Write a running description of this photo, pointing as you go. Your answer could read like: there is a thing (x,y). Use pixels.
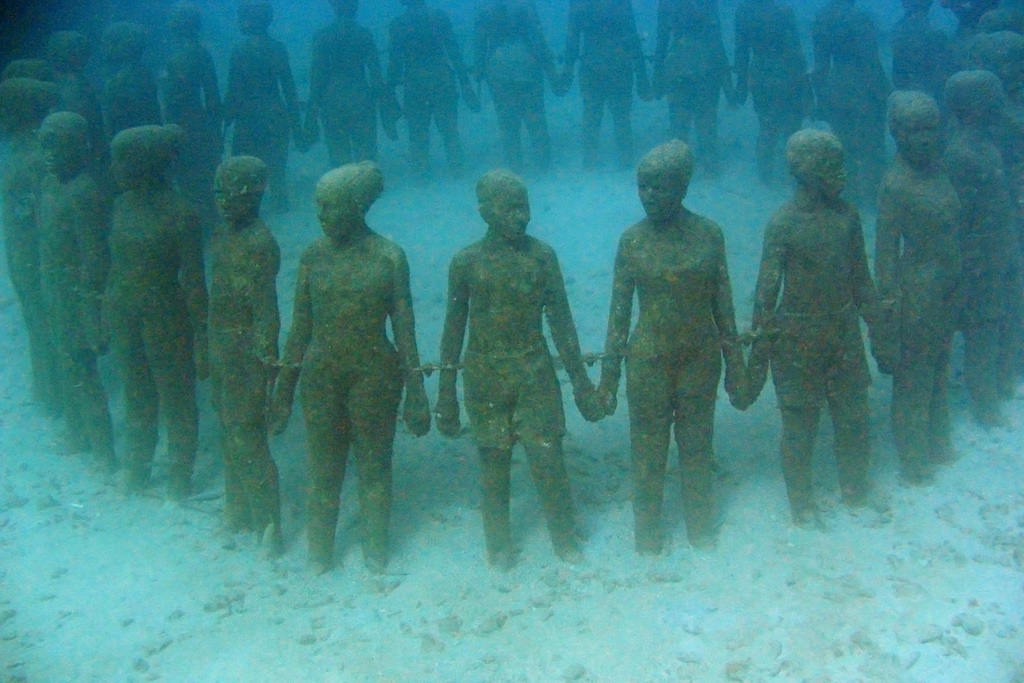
This is an image clicked inside the water (788,181). Here I can see few statues (369,333) of the persons (141,358).
